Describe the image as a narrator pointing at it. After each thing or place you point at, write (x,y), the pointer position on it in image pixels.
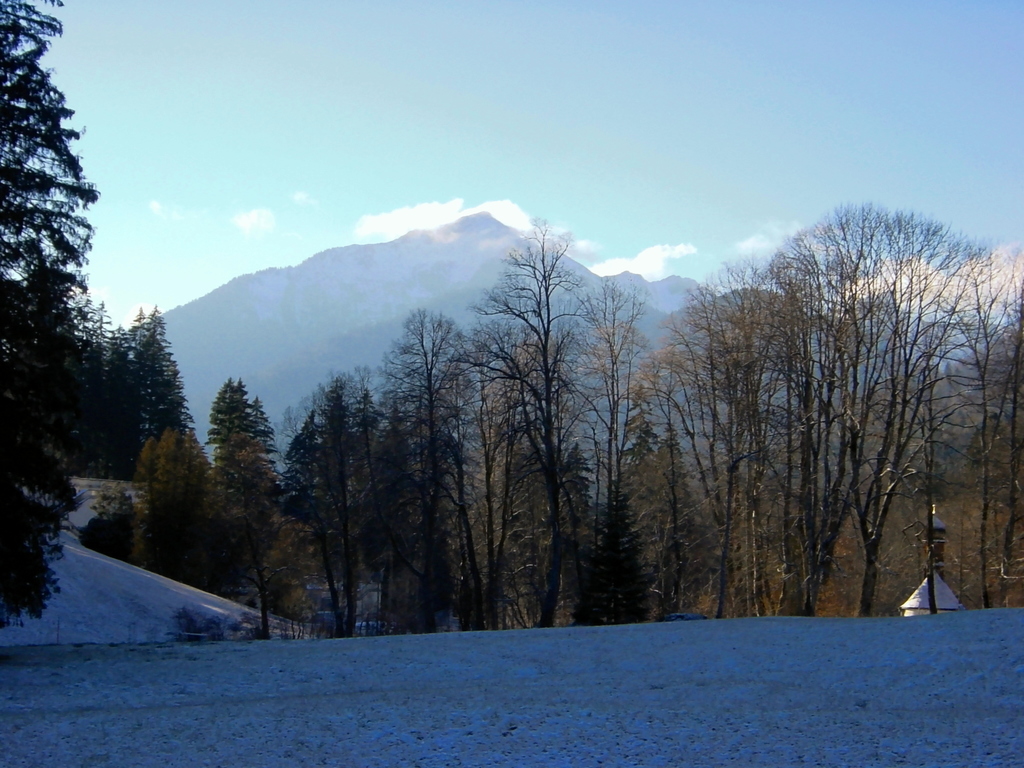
In the image there is an empty land (580,695) in the foreground (416,667), behind that there are trees (436,423) and mountains (448,269).
